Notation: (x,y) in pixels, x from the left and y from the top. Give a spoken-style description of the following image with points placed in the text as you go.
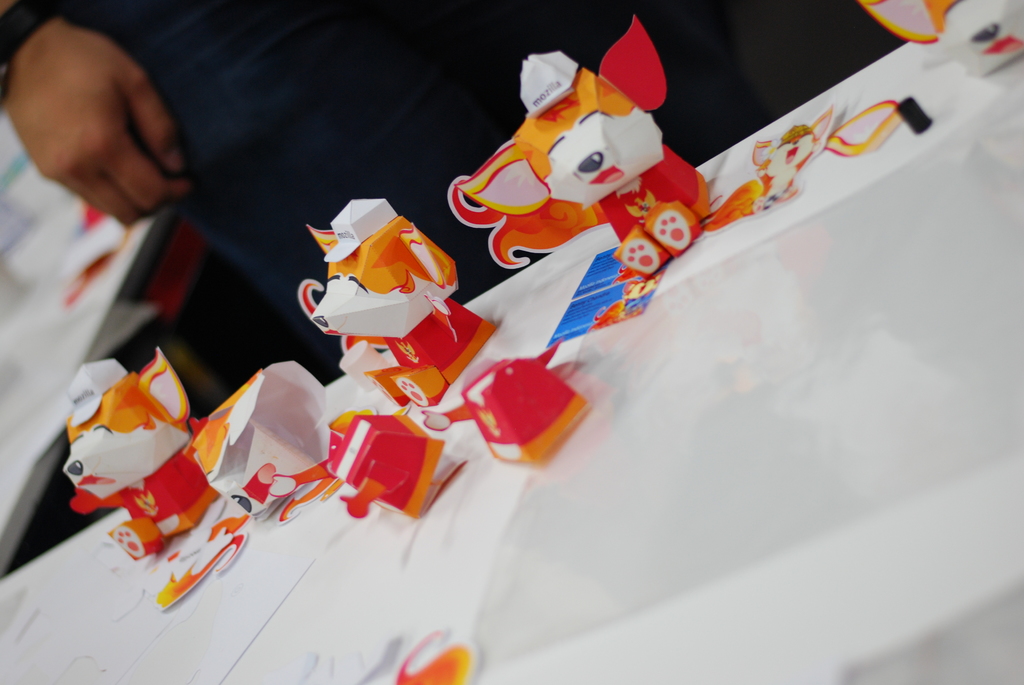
This image consists of a table (645,484). On that table (683,410) there are some toys (318,476). There is a person (286,129) standing at the top (126,132).
